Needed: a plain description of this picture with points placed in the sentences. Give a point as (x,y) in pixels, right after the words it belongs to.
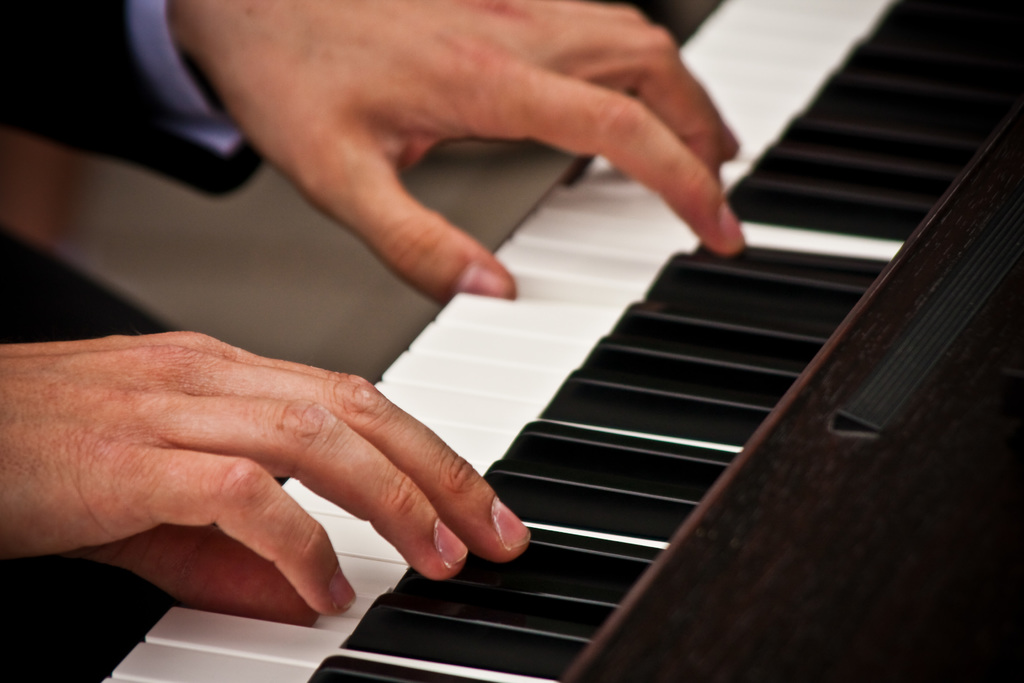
In this image i can see human hands (416,147) on the piano keys (600,347).
